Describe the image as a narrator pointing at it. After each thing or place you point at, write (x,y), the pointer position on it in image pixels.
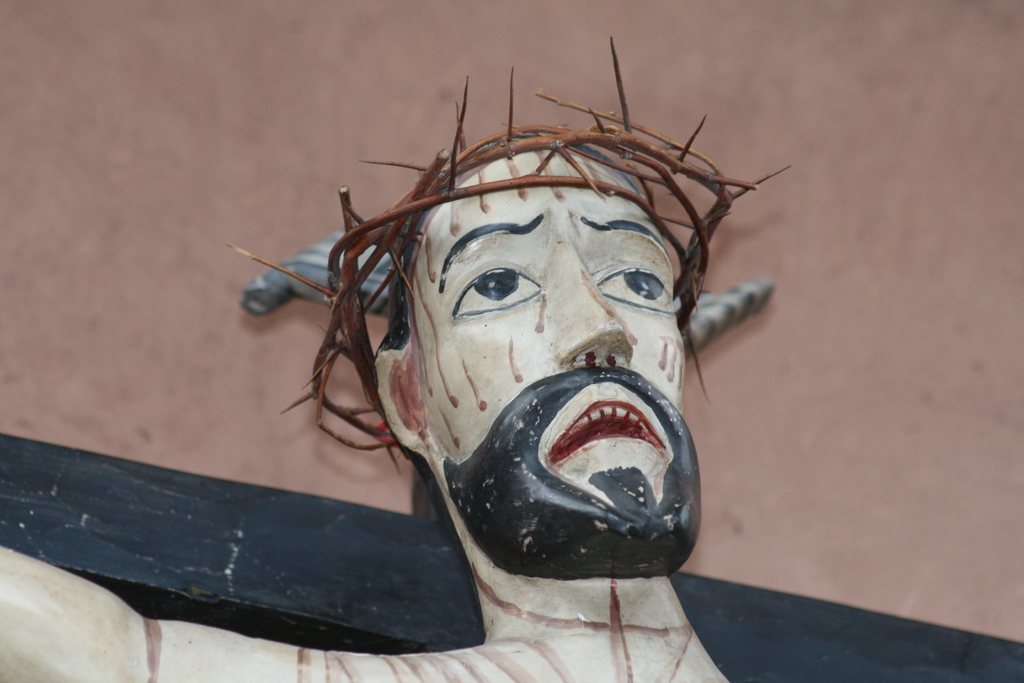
The picture consists of a sculpture (474,519). At the top (203,173) it is wall (856,242).
